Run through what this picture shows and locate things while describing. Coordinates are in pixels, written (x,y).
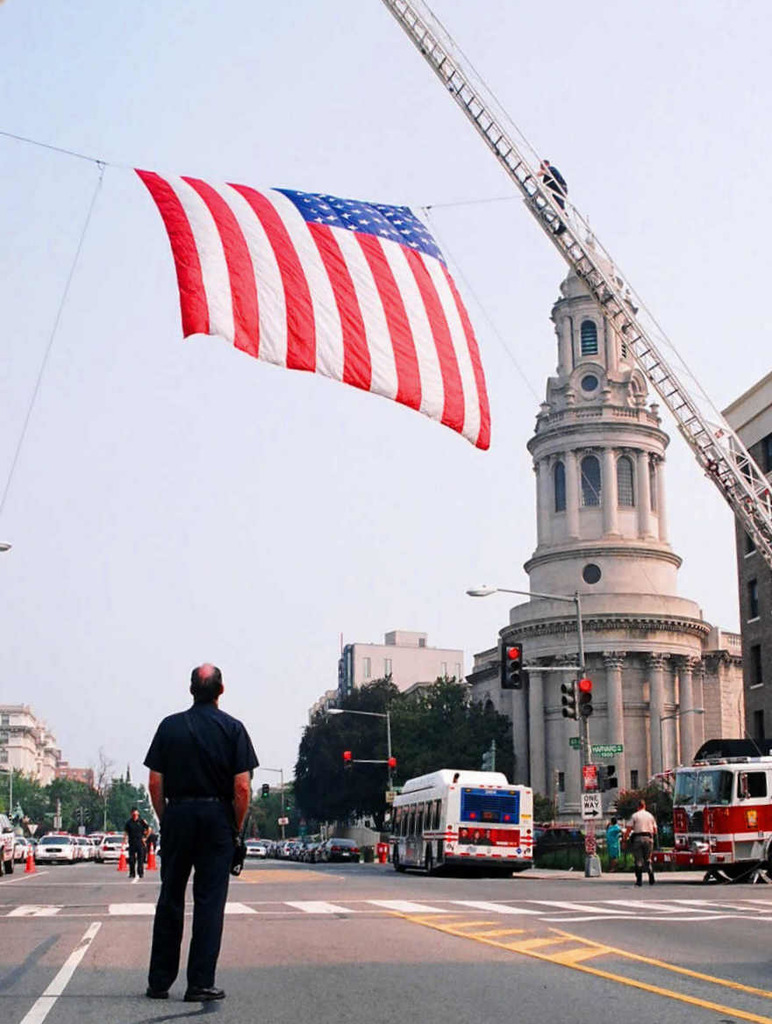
In this picture there is a person (205,826) wearing black dress (164,922) is standing and there is a crane (551,234) which has a person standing on it and there is a flag (314,270) which is tightened to few ropes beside him and there are few vehicles (344,856) and traffic signals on the road (362,869) and there are few trees (108,794) and buildings (486,681) on either sides of vehicles (355,860) in the background (363,728).
